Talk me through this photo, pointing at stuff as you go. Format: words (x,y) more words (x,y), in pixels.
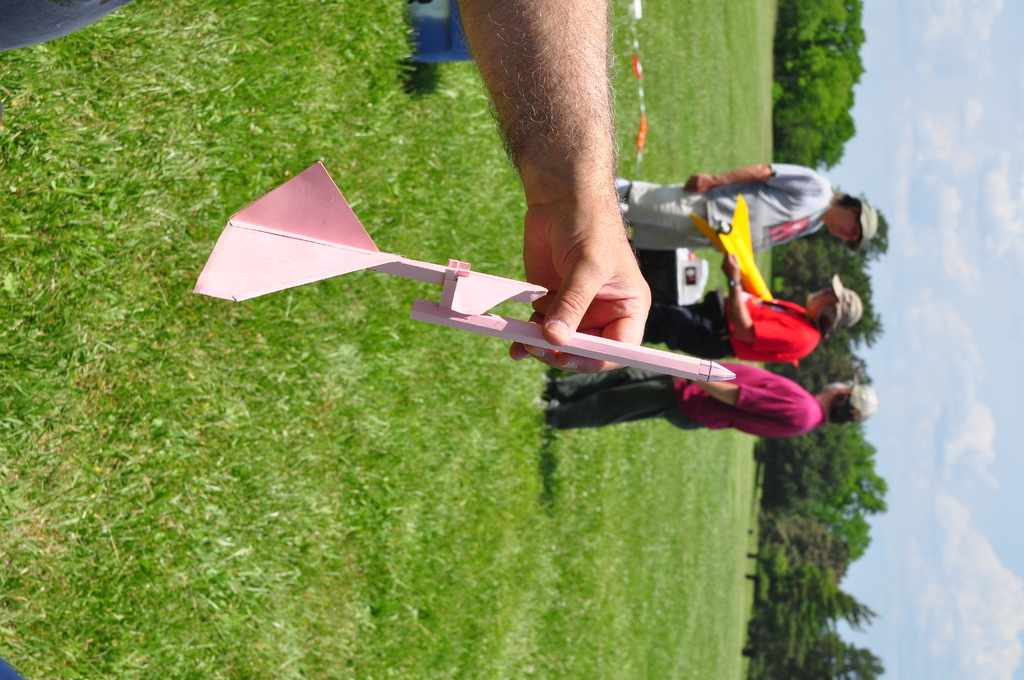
In this image we can see the hand (554,271) of a person (561,298), though his face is not visible. Here we can see the hand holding a flying object (700,372). Here we can see three persons (716,394). Here we can see the caps (866,405) on their head (848,205). Here we can see the grass (716,567). Here we can see the trees (798,626) on the right side (813,629). This is a sky (1007,367) with clouds (967,536).
